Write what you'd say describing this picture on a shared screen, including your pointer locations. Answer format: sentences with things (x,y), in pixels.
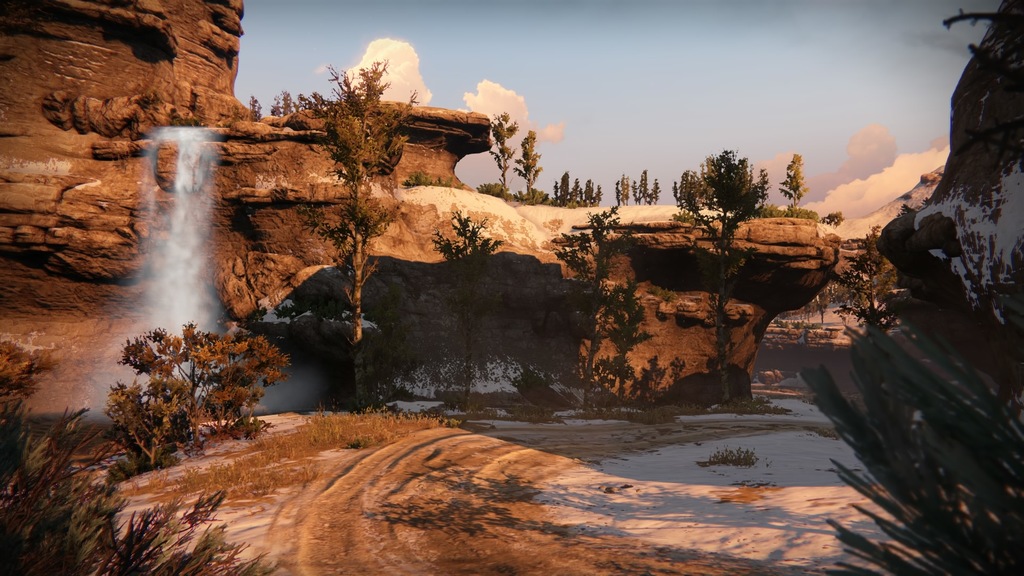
This is an outside view. In this image, I can see many trees (361,234), rocks (91,68) and snow (736,517) on the ground (728,517). On the left side (198,246), I can see the waterfalls (166,213). At the top of the image (740,48) I can see the sky (454,73) and clouds (394,68).
